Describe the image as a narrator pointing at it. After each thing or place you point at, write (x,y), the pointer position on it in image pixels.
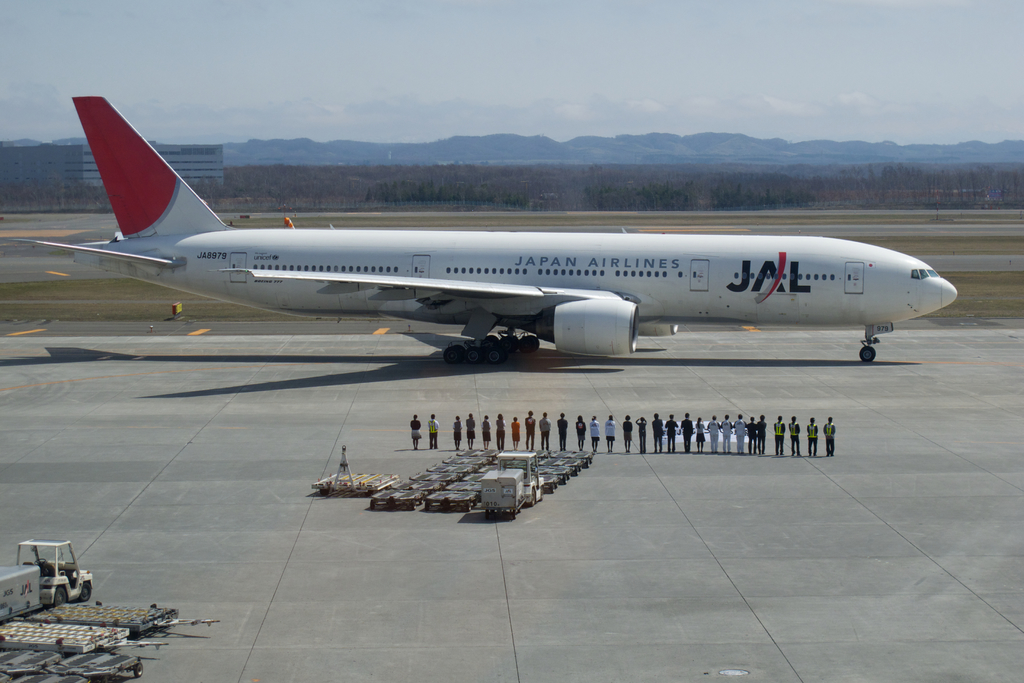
In this picture, we see the airplane (505,287) in white and red color is on the runway (513,359). Beside that, we see the people (435,418) are standing. Behind them, we see the vehicle (521,474) and trolleys (419,479) for luggage carts (440,467). In the left bottom (71,613), we see a vehicle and the carts (103,637). There are trees (339,198), buildings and hills (339,157) in the background (746,179). At the top (487,84), we see the sky (699,44).
